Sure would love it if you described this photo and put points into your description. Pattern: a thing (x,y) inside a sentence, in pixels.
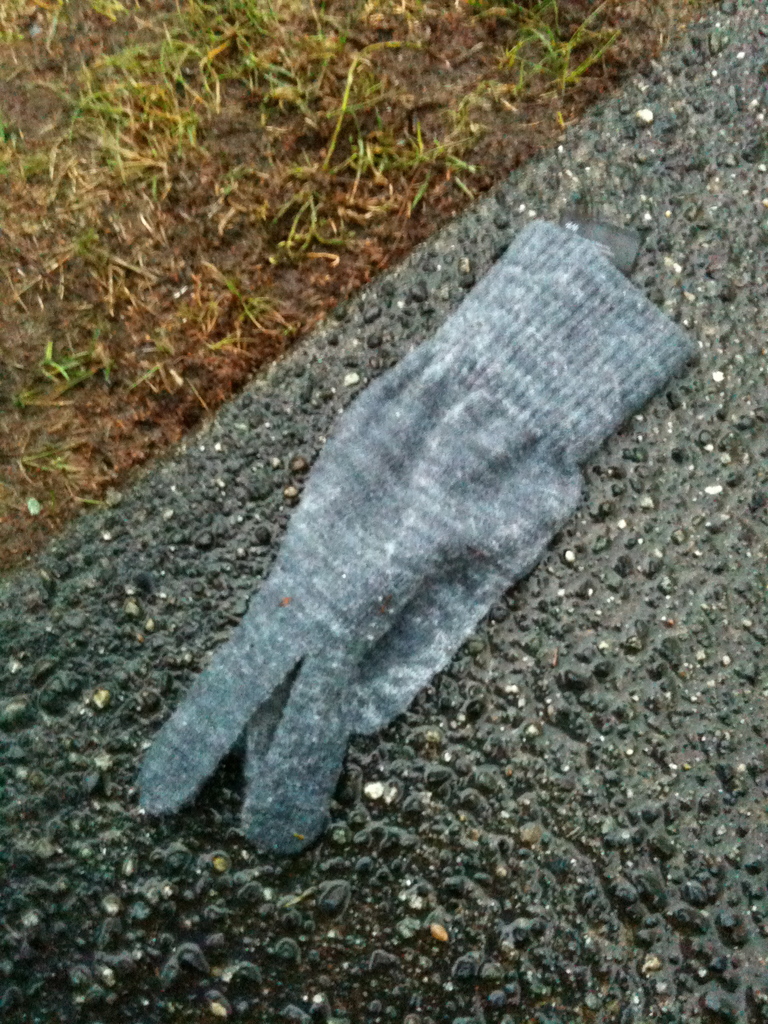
In this image I can see the grey color glove (415,533) on the surface (561,808) and I can see the green grass (277,68).
